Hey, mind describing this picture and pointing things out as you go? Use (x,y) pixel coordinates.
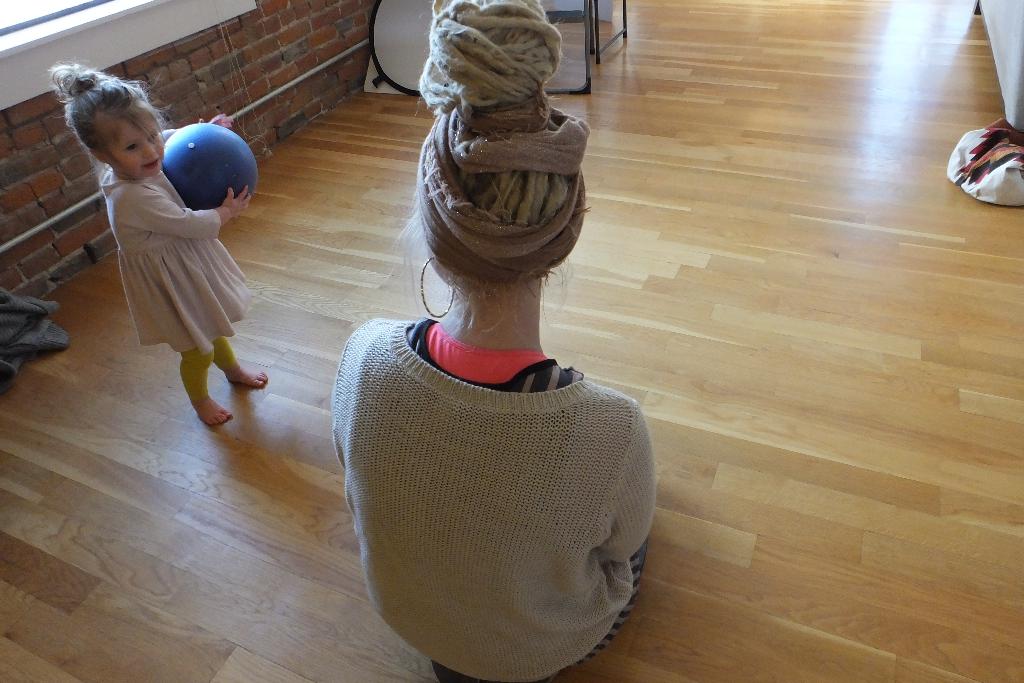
In this picture we can observe a woman (459,435) and a girl (148,309). The girl (154,285) is holding a blue color ball (185,179) in her hand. Both are wearing cream color clothes (135,246). In the background (691,392) we can observe a brown color floor (620,204).
